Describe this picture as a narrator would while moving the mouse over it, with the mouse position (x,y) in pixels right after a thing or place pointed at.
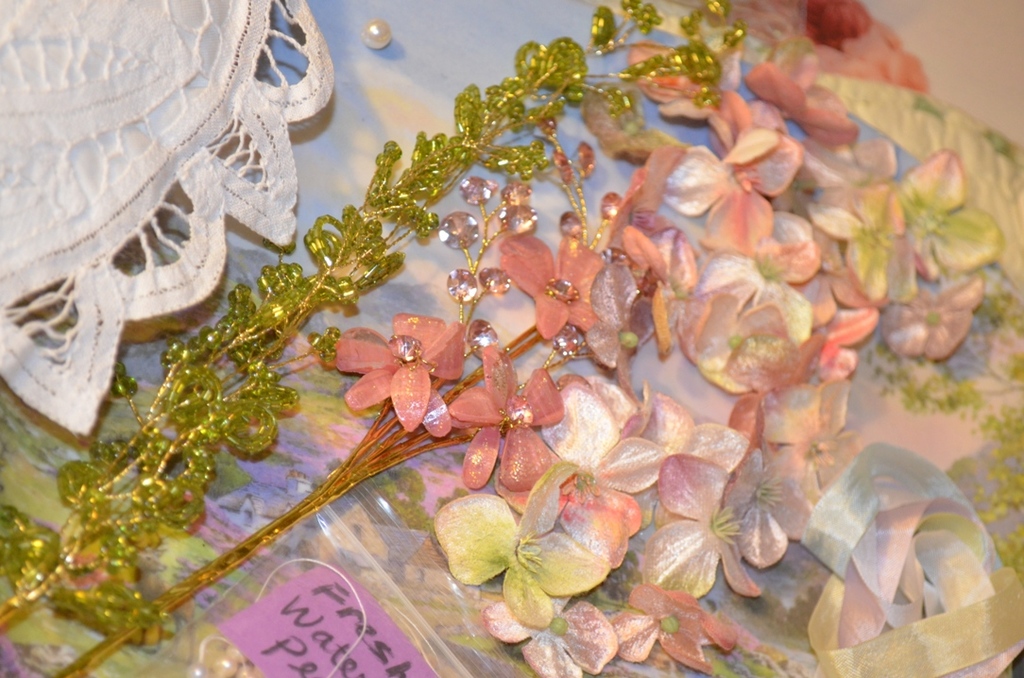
These are flowers (765,260), this is pink color paper (340,650).
